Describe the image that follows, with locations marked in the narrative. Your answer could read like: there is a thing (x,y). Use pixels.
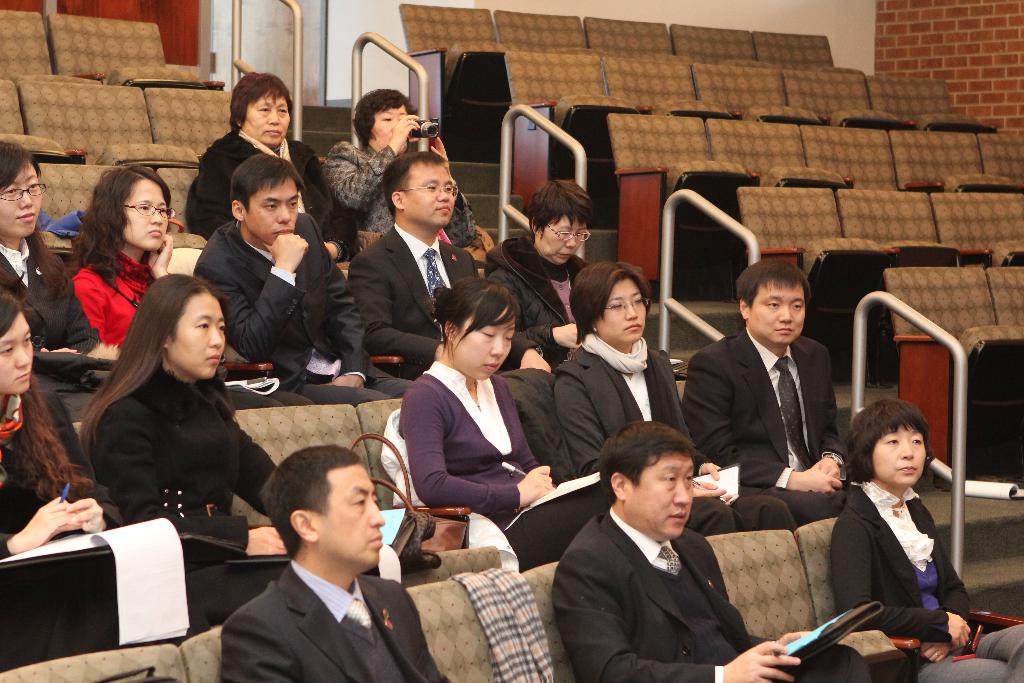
This picture shows few people (287,499) seated on the chairs (302,428) and holding books (560,492) in their hands (768,681) and we see few empty chairs (836,81) on the side and we see a woman (415,125) holding a camera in her hand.
